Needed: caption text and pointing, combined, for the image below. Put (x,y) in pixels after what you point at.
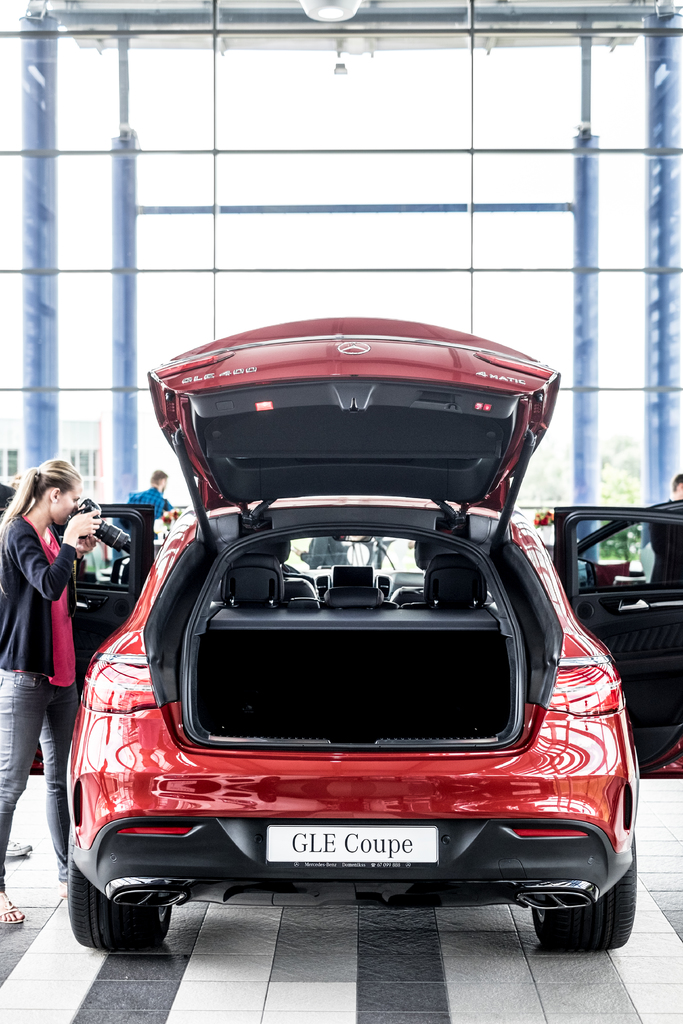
In this picture we can see a car (306,794) on the path (245,958) and on the left side of the car (156,657) there is a woman (52,596) holding a camera (128,535). In front of the car (361,628) there are glasses (296,194) and trees (617,469).
